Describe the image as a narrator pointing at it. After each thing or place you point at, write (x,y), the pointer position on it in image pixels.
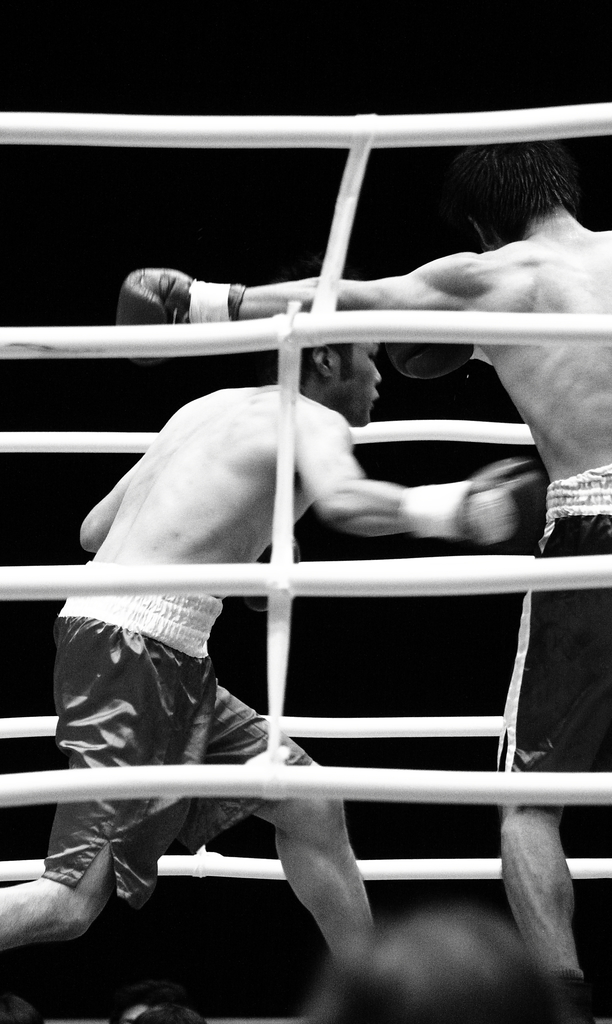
As we can see in the image in the front (111,740) there are two people (553,303) and the background (250,218) is dark.
